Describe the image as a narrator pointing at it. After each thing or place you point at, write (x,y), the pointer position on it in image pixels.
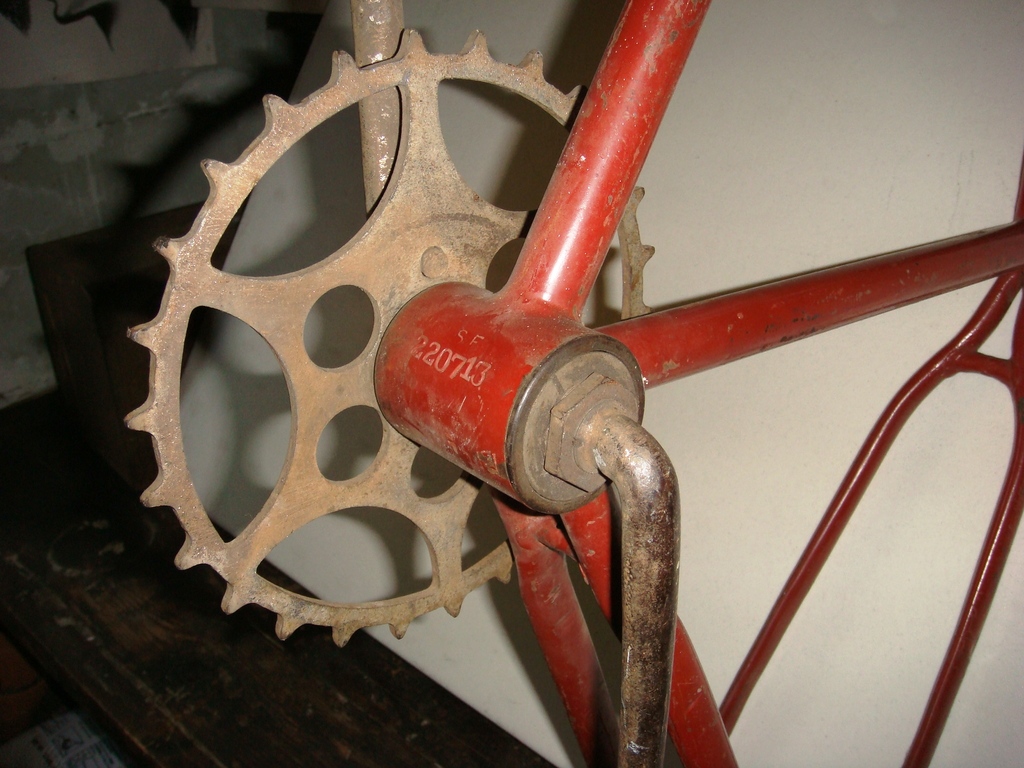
In this image I see an equipment (558,259) over here which is of brown and red in color and I see something is written over here and I see the floor (77,583). In the background (206,485) I see the wall (133,117).
